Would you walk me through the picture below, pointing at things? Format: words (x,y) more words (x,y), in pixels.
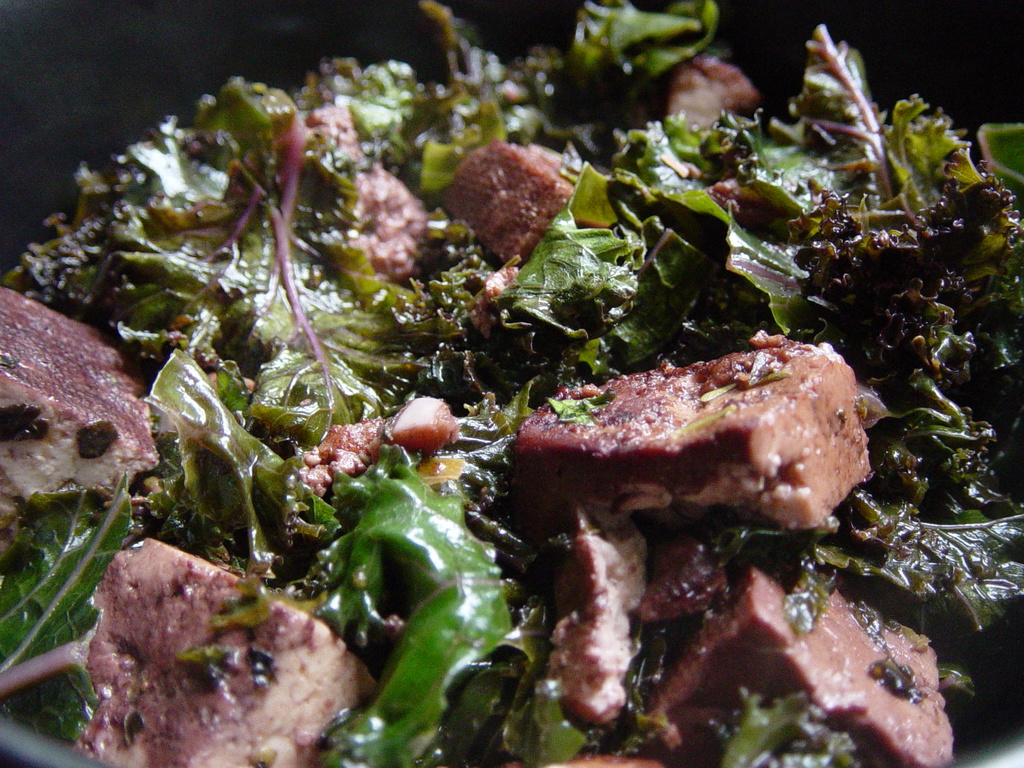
In this image I can see a veg dish (588,252) with some tofu (656,410) and green leafy vegetables (621,249).
